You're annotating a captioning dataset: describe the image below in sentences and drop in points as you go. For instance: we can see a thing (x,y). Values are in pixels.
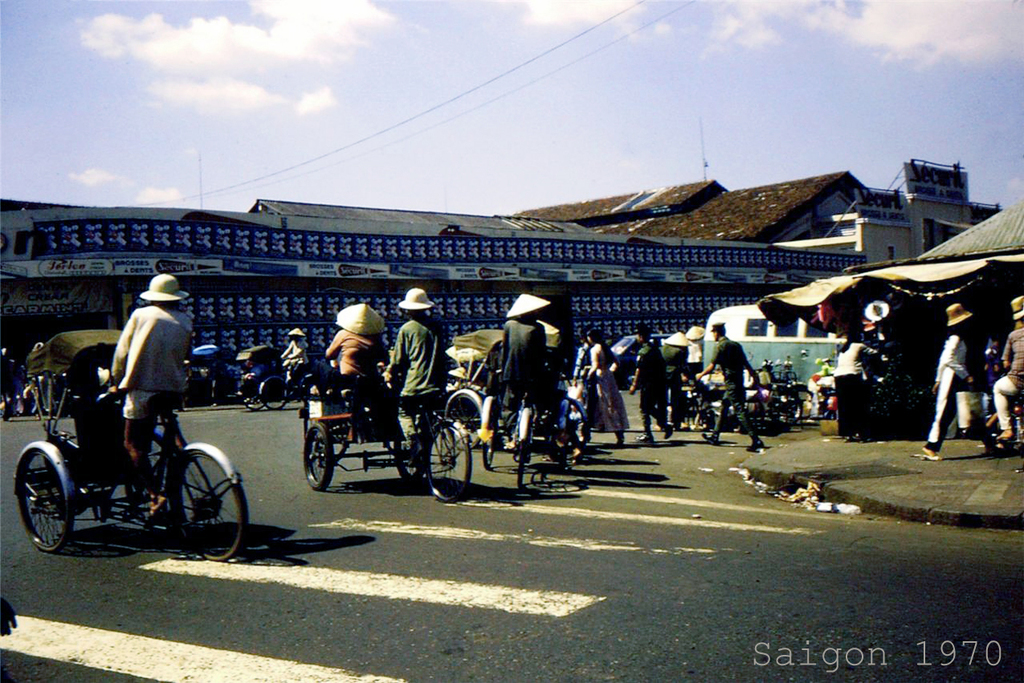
In this image these people (420,389) riding rickshaw (107,458) on a road (792,547), in the background (355,281) there house (549,262) and the sky (663,84).
